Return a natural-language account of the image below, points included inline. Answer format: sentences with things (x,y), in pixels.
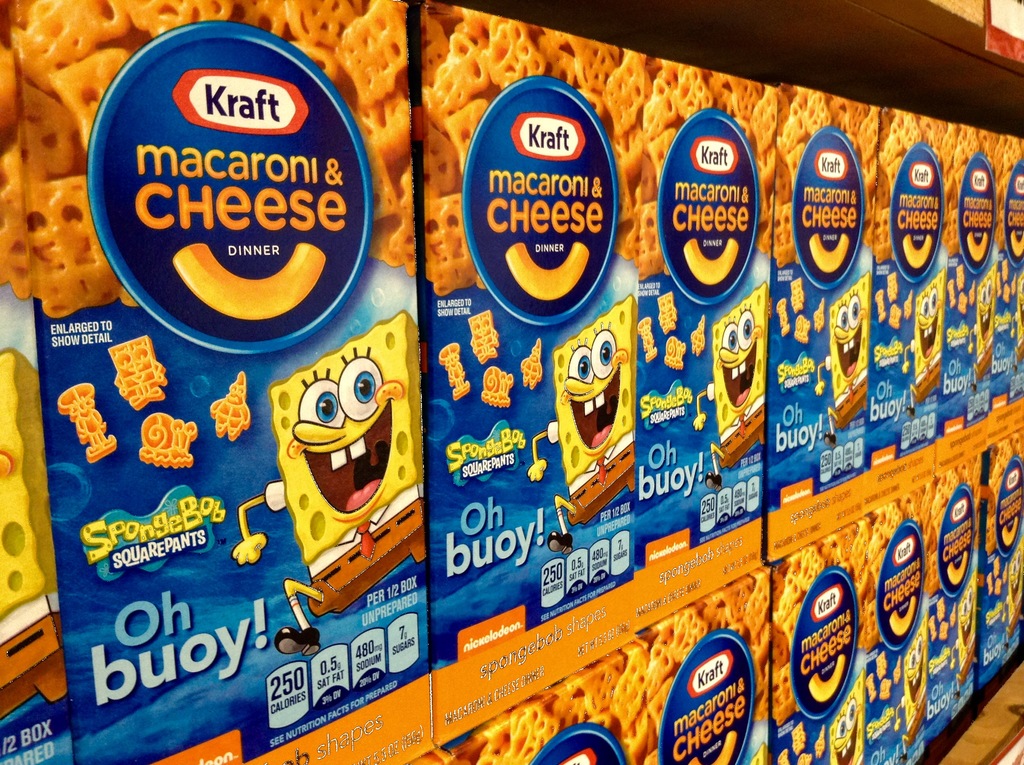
In the image we can see there are many boxes (333,268) kept on the shelf (964,731). On the box (538,395) there is a picture (348,461) of a cartoon (368,462), printed text (229,171) and food item (65,175).
